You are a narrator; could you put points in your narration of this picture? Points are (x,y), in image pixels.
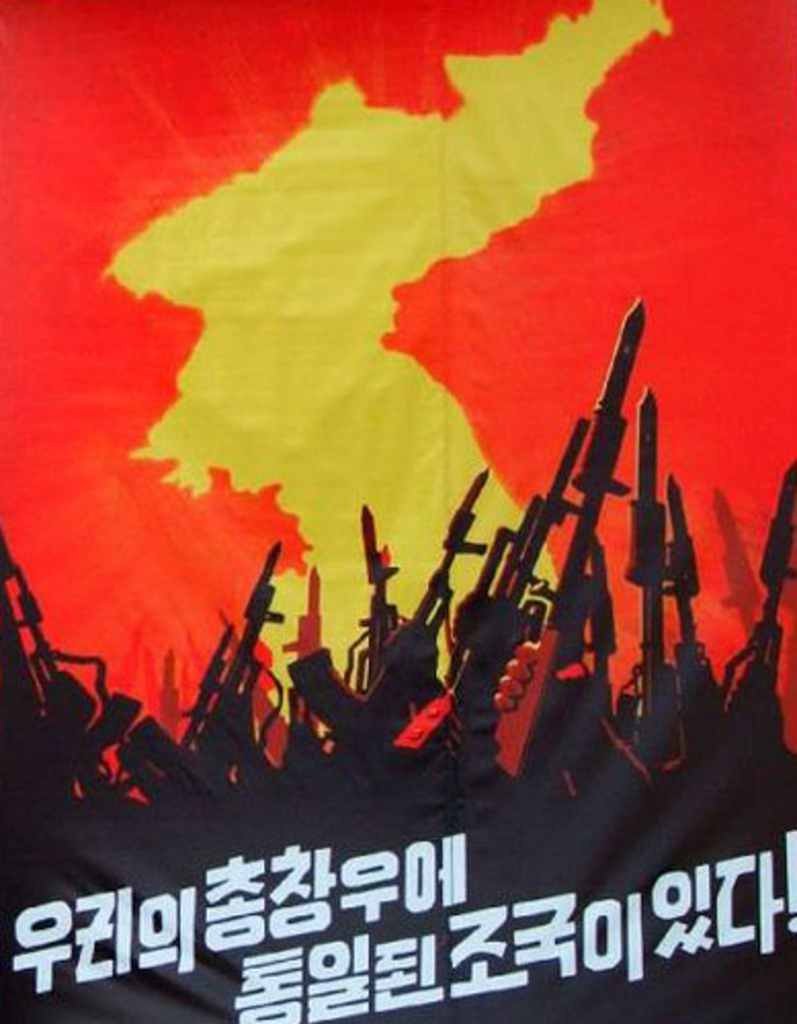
In the image we can see the poster (206,621), on the poster (317,688) we can see text (368,910) and picture of rifles (470,679).
